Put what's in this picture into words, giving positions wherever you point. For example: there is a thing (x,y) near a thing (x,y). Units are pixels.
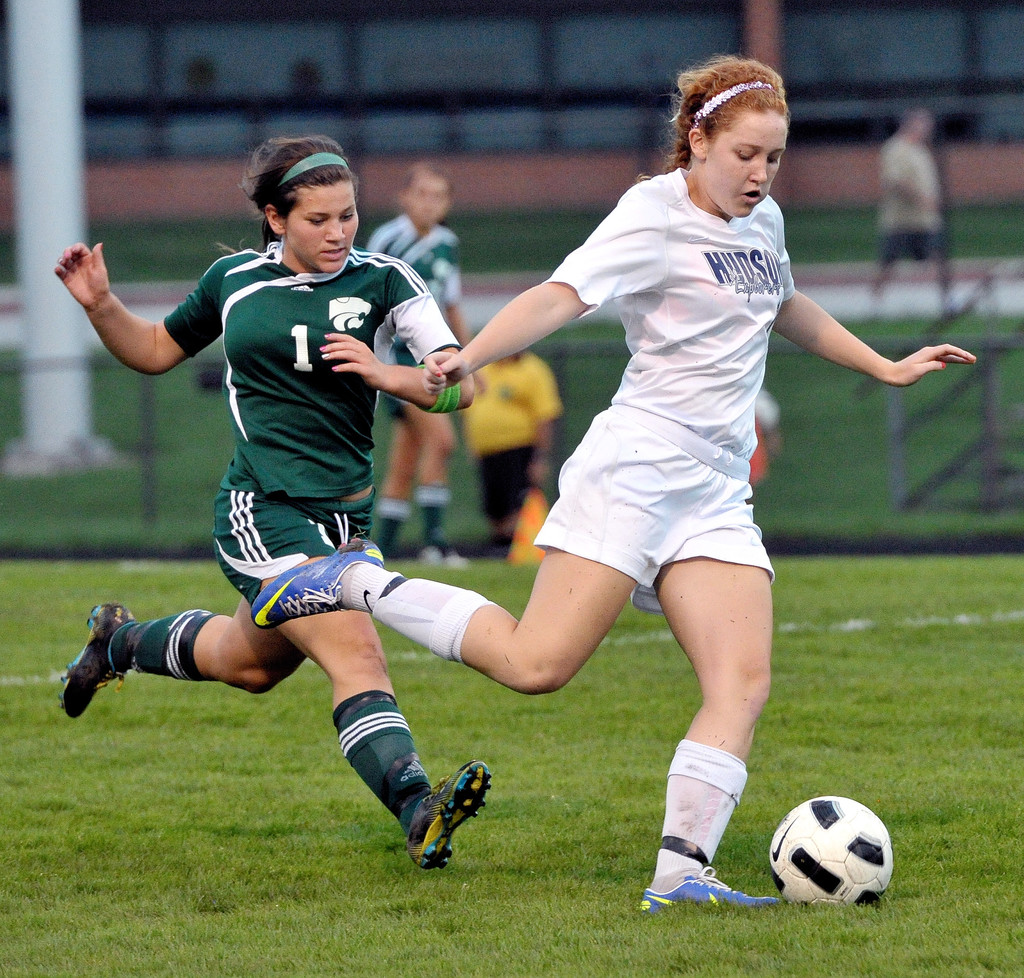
In the foreground of this image (164,730), there are two women (580,499) running on the grass (518,933) and a ball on the ground (851,944). In the background (439,466), there are persons (549,428) standing, a railing (928,416), two pillars (53,86), grass (834,214) and a man (929,120) walking.
